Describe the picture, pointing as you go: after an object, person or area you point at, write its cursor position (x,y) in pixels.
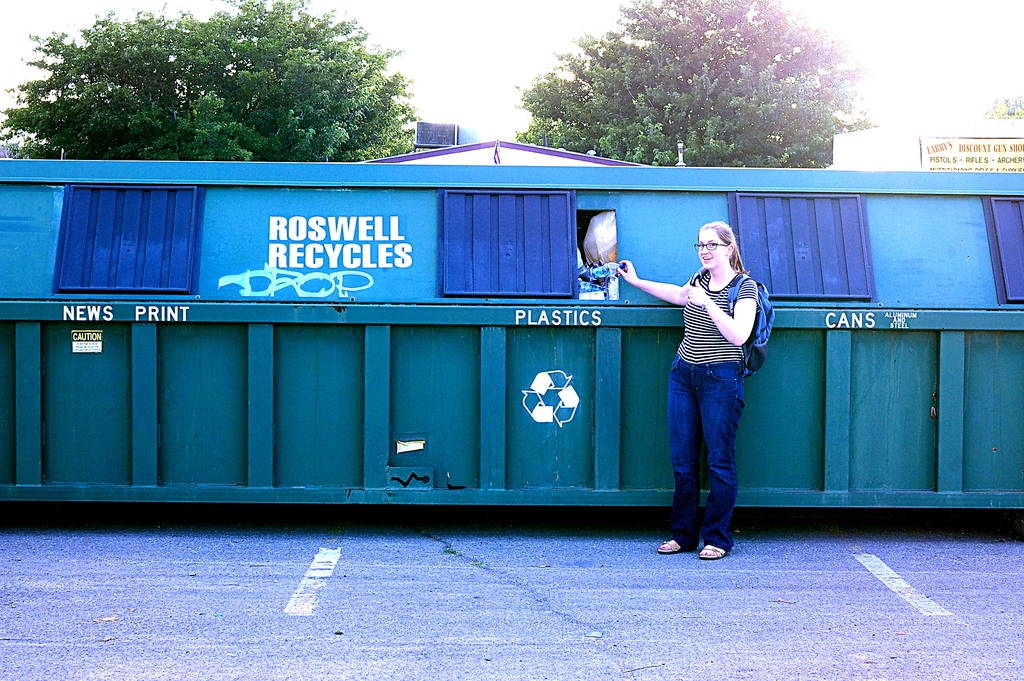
In the center of the image (524,295) we can see a garbage bin (659,323). On the right side of the image (748,315) a lady (748,315) is standing and wearing bag (728,305) and throwing garbage (602,270). In the background of the image (249,91) we can see trees (706,127), board (989,160). At the top of the image (523,76) we can see the sky (523,67). At the bottom of the image (570,582) we can see the road (651,527).
